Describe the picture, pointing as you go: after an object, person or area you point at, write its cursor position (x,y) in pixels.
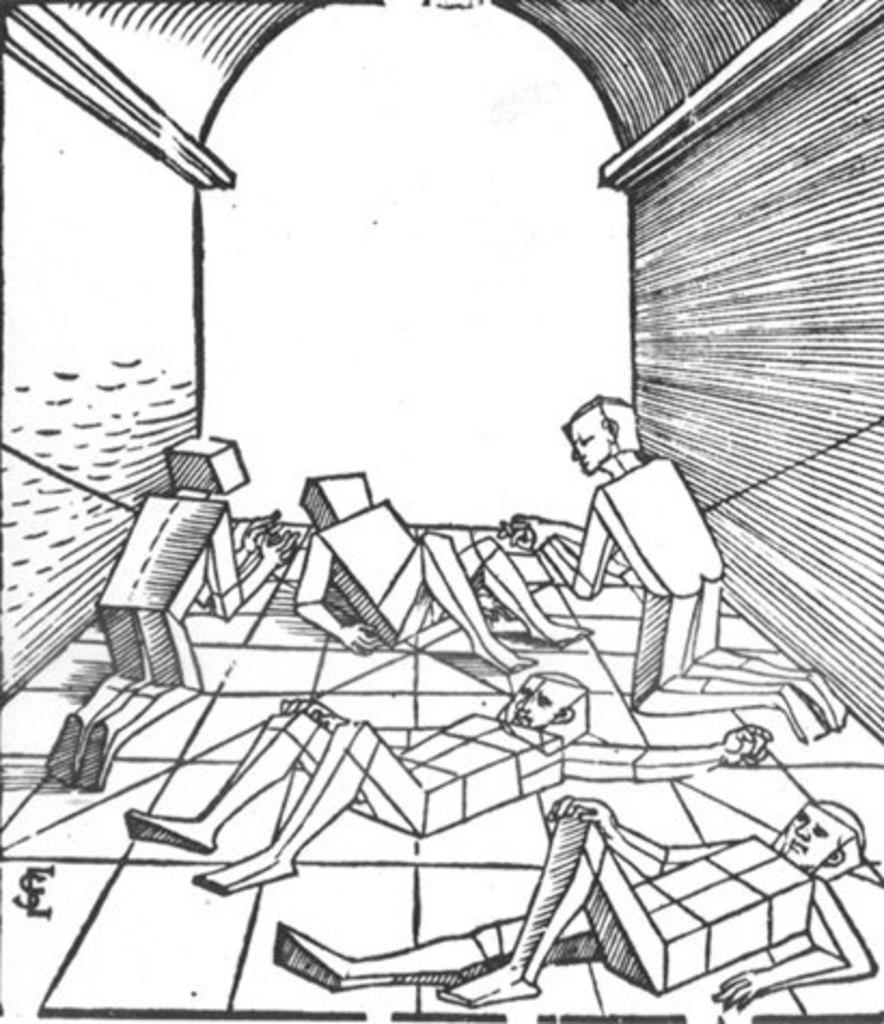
In this image, we can see a sketch. Here we can see few people (569,733) and wall (800,517). Few people (744,973) are lying on the floor (359,900).
